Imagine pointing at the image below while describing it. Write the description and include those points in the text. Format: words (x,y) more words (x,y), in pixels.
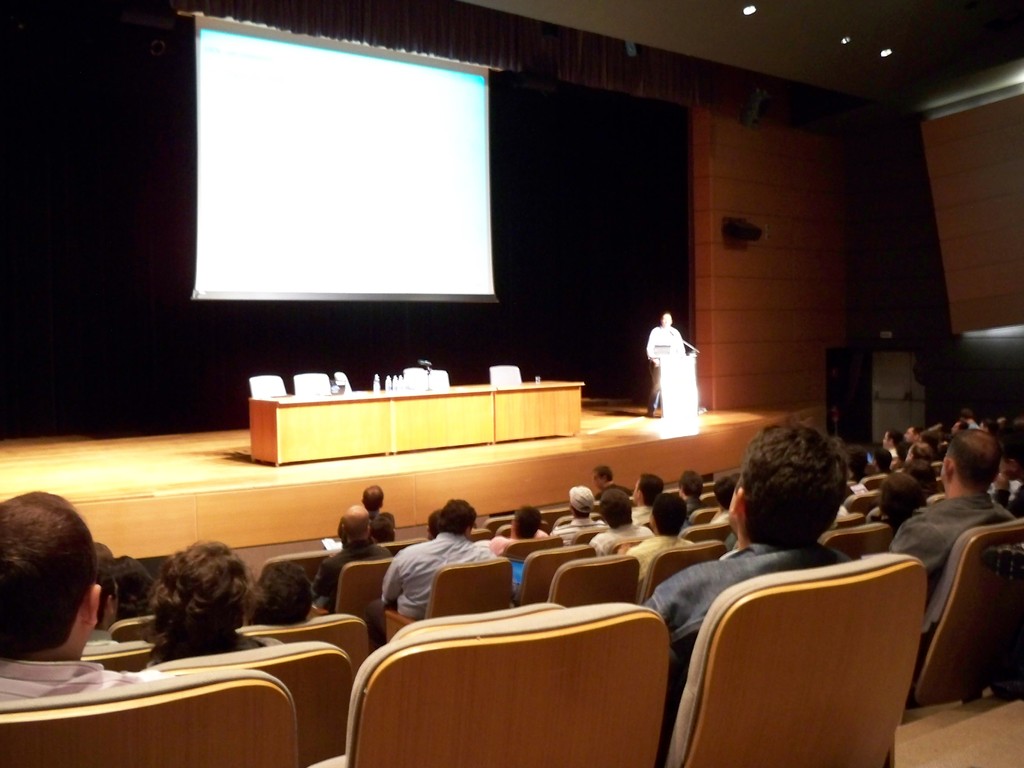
In this image i can see few persons (556,531) sitting on the chair (552,710) at the back ground (670,323) i can see a man (661,339) standing in front of a podium (679,357), a projector (431,185) and a curtain (520,177).
